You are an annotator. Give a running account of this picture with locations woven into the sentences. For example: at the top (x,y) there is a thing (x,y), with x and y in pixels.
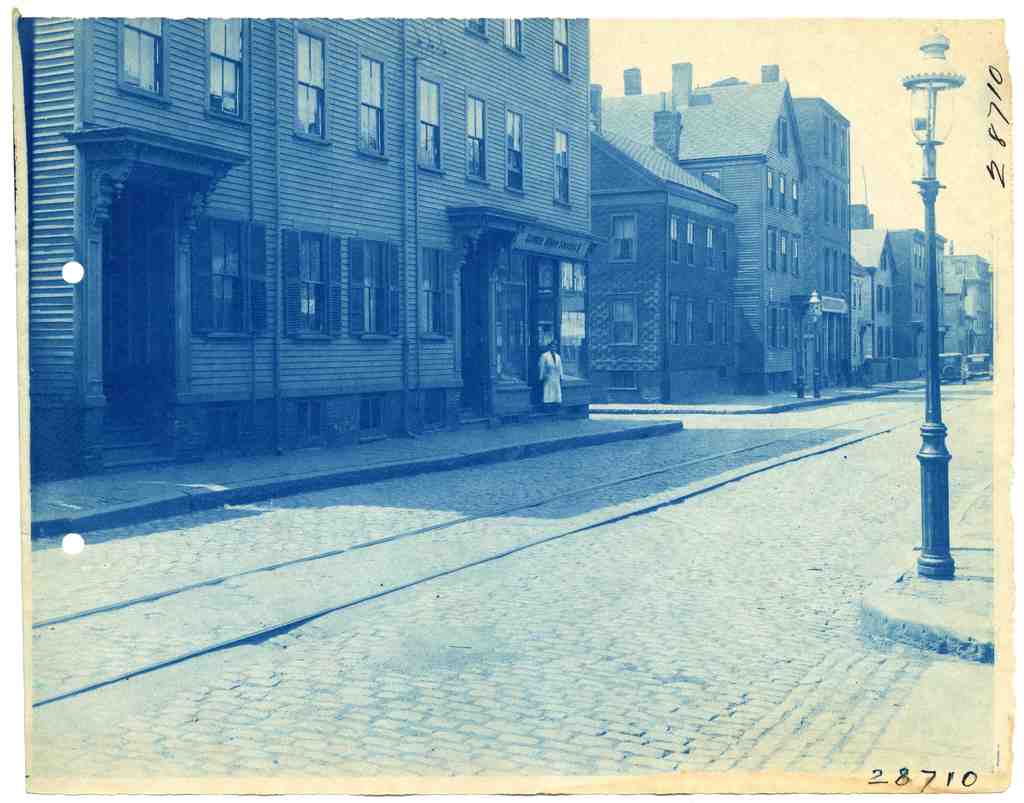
It is the picture in which there is a road (654,499) in the middle (606,498). Beside the road (643,491) there are buildings (689,194). There is a man (559,376) on the footpath (514,430). On the right side (942,534) there is a light pole (931,405) on the footpath (973,554). At the top (865,65) there is the sky (850,63). It is the blue image.
